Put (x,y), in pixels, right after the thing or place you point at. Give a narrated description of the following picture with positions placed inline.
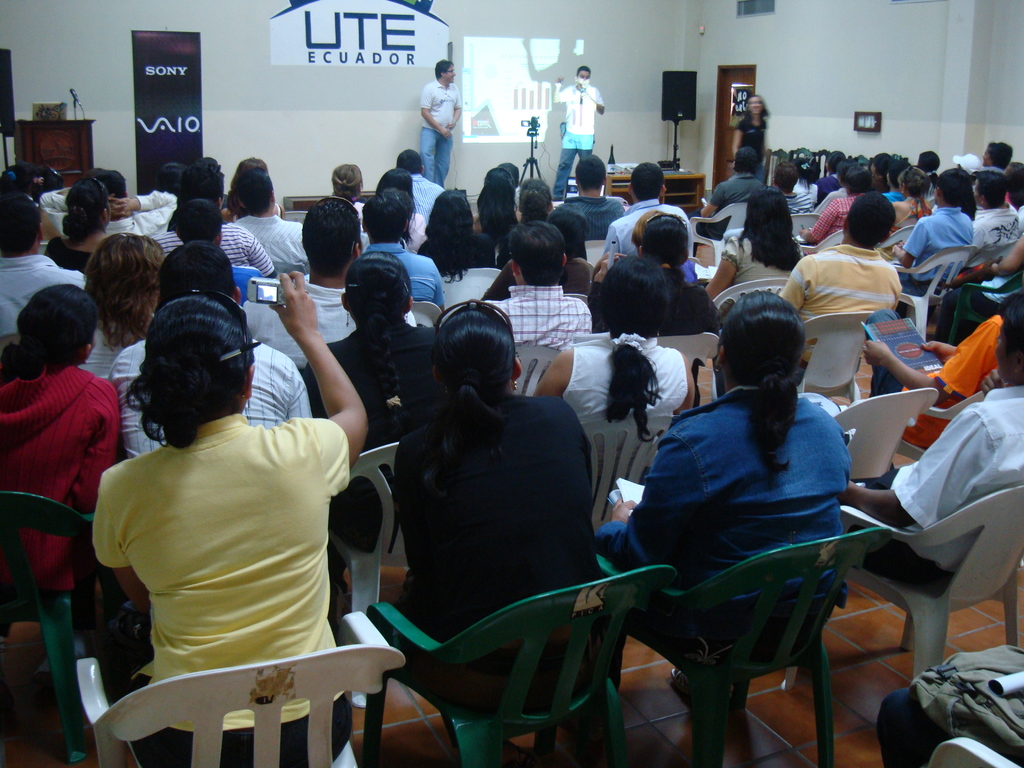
This is an image clicked inside the room (783,493). I can see two persons (572,110) are standing and it seems like they are speaking something. On the bottom of the image (390,653) there are many persons (483,298) sitting on the chairs (346,646) and looking at the persons (449,118) who are standing and speaking in front of them. In the background (567,83) I can see a wall (806,4).
